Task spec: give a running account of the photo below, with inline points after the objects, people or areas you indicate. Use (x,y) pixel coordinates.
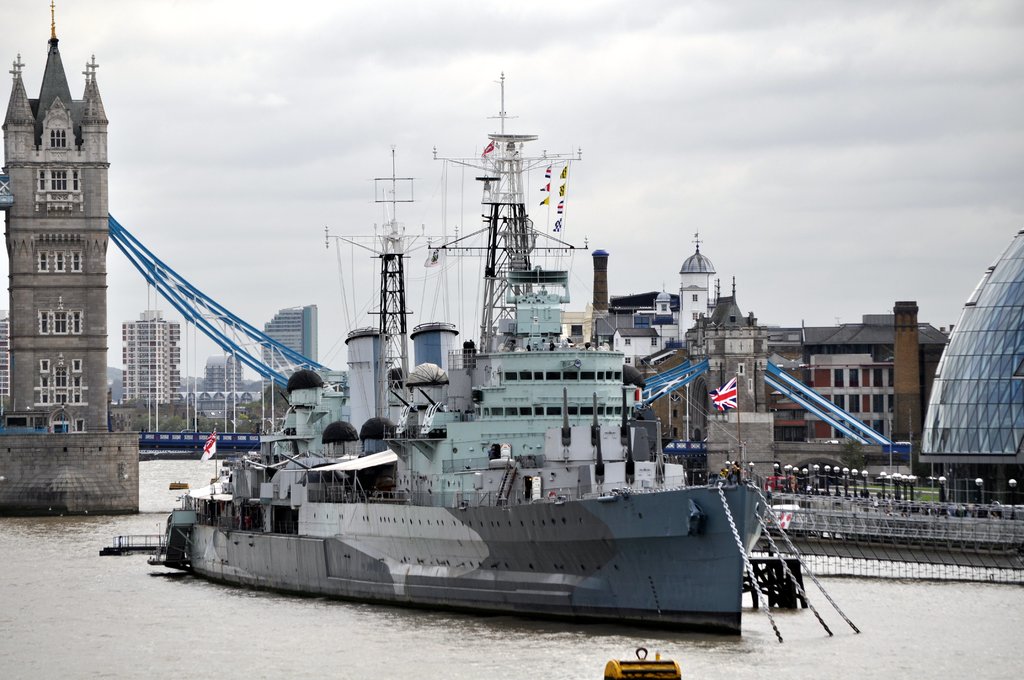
In front of the image there is a ship (374,562) in the river (250,612), on the left of the image (62,335) there is tower bridge (62,335), on the right side of the image (815,378) there are flags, lamp posts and buildings (773,408).
